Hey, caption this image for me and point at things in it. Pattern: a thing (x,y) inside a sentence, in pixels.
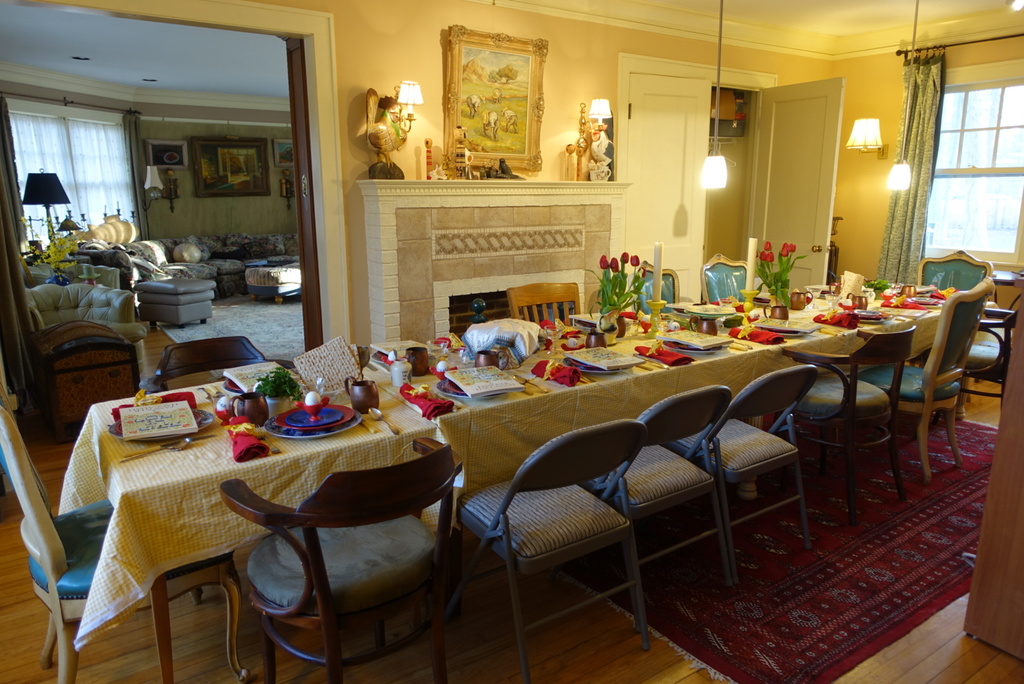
In this image we can see a group of chairs (46,518) placed on the ground (259,620). In the foreground of the image (565,382) we can see some plates (295,411), books (176,426), cups (309,411), some flowers (776,293) and some objects (663,354) placed on the table (524,399). In the right side of the image (897,216) we can see windows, lights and some curtains (909,201). In the center of the image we can see some lamps (603,119) and objects (600,144) placed on the shelf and some photo frames (479,162) on the wall (546,169). On the left side of the image (80,378) we can see a container (93,379) placed on the ground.
